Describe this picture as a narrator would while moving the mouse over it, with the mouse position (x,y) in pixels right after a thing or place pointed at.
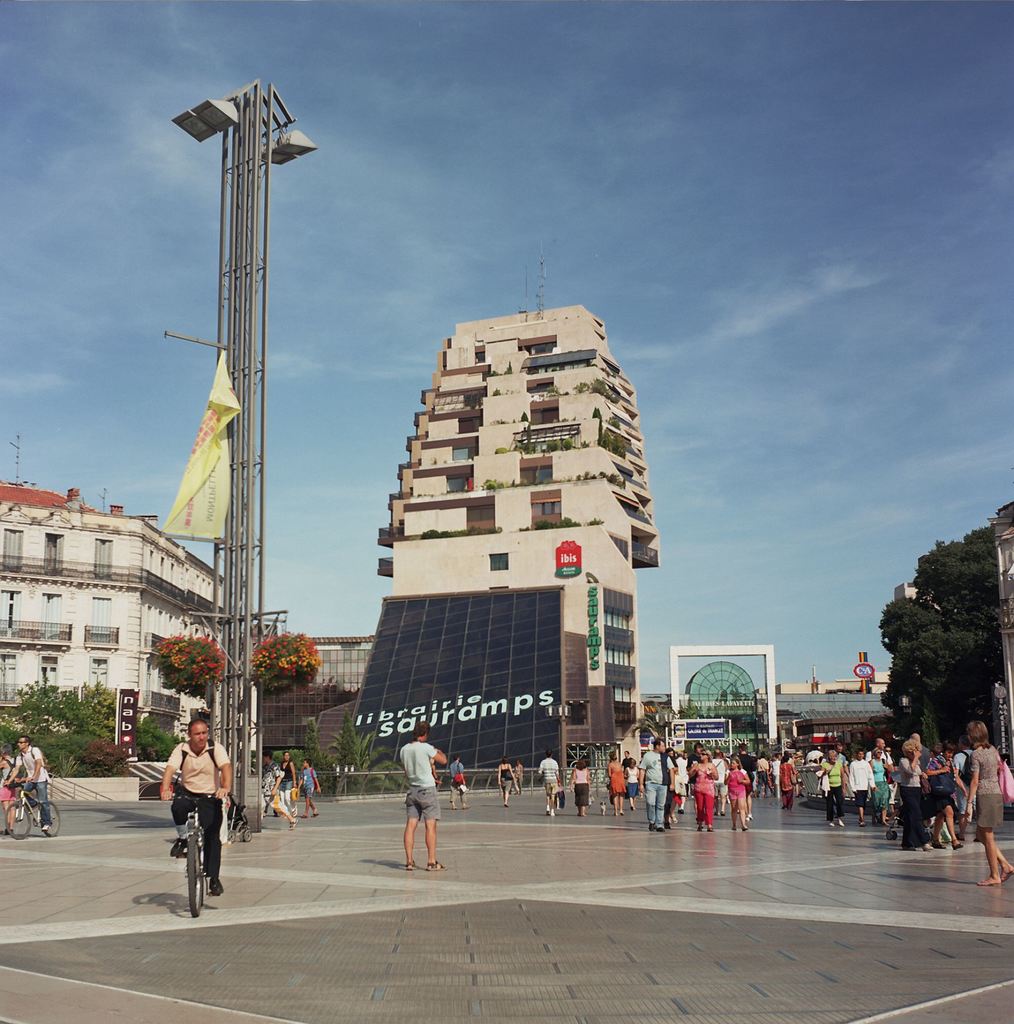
In this image we can see a few people (430,812), two of them are riding on bicycles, there are buildings (42,575), poles (265,136), lights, boards (545,695) with text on them, there are plants (5,743), trees (940,611), also we can see the sky (724,185).
